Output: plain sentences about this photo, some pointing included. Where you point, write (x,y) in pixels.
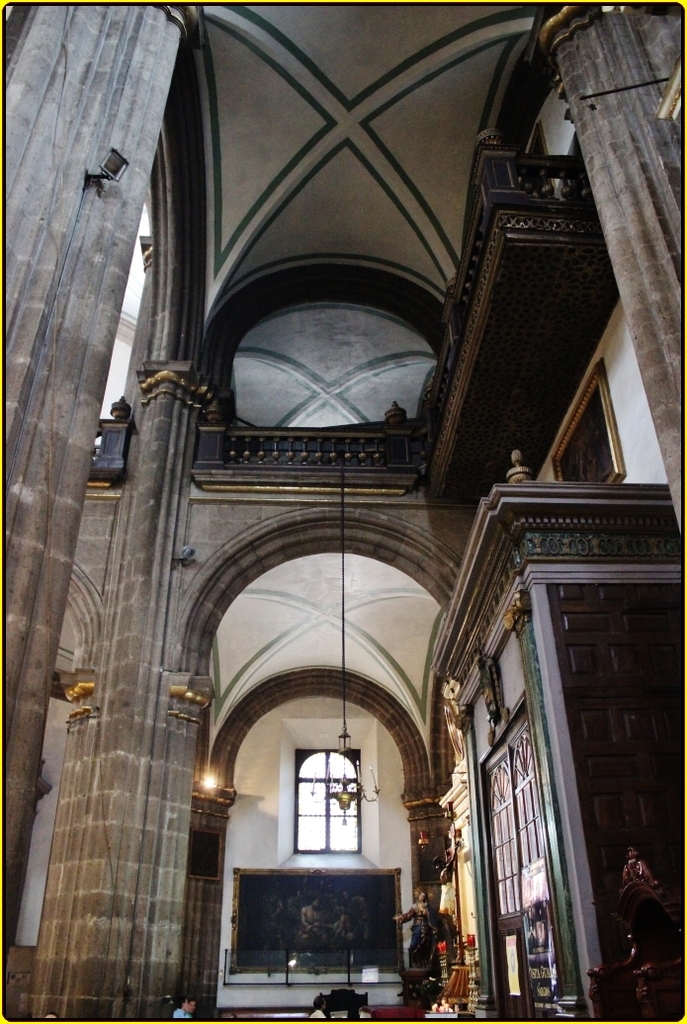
This image is clicked inside. This is inside the building (256,777). There is light (210,777) in the middle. There is a person (179,1009) in the bottom (314,1014). There are doors (515,777) in the right side (515,777). This is built with wood (622,532).
